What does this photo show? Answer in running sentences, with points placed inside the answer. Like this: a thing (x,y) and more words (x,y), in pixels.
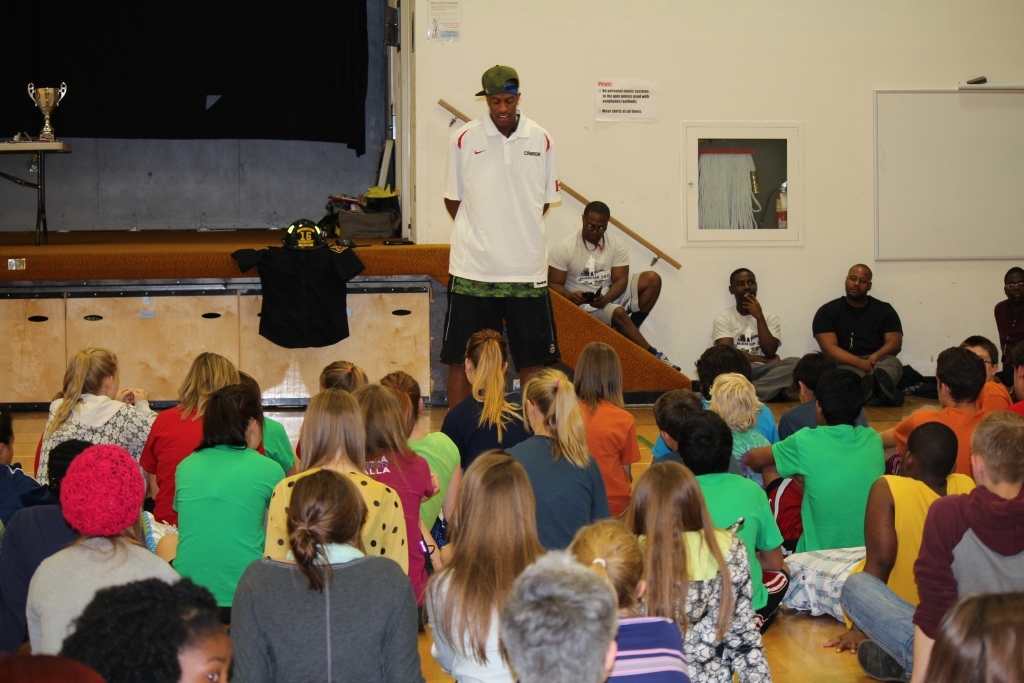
In this picture there are people (628,308) sitting and there is a man (456,336) standing and we can see cloth (266,328), trophy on the table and objects (339,228) on the stage (231,275). We can see posts (619,105), glass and board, through glass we can see objects (745,161). In the background of the image (346,115) we can see black objects (308,113) on the wall (298,181).
